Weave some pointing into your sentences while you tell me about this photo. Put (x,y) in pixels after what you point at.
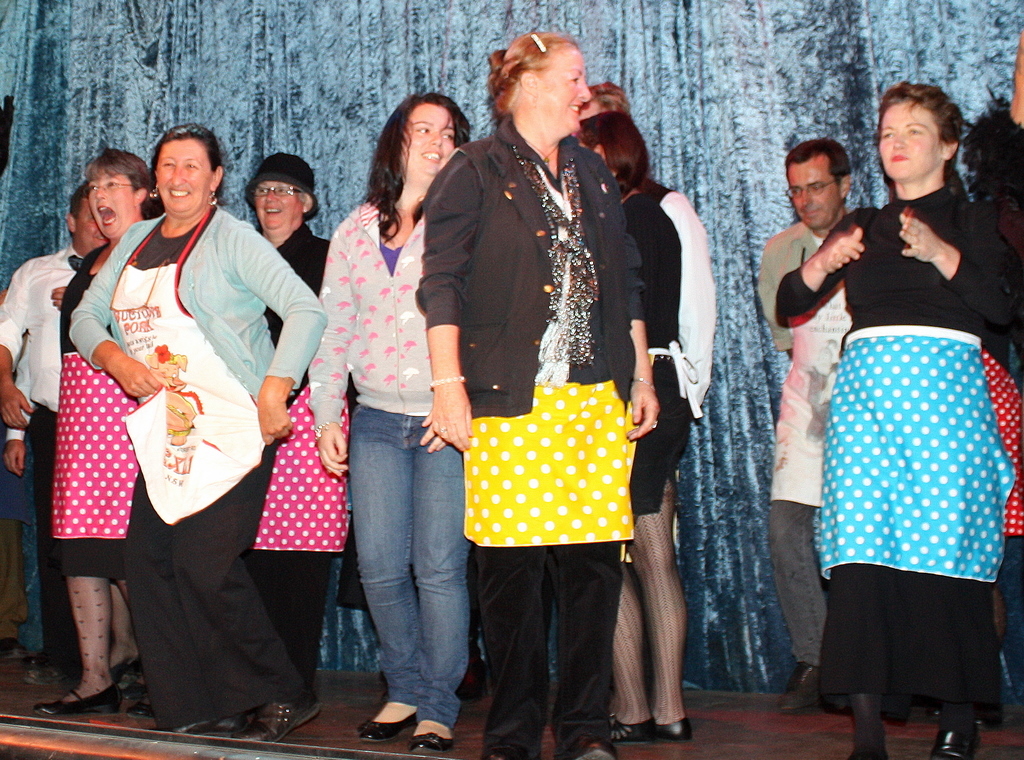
In this image there are a few people (334,328) standing with a smile on their face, behind them there is a curtain (696,69).
